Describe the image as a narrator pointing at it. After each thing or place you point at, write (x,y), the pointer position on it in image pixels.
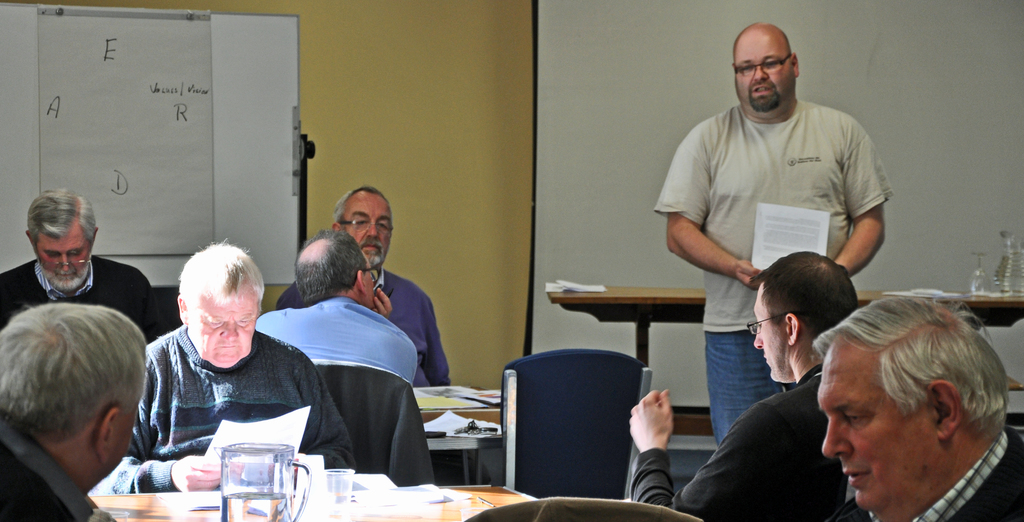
In this image I can see people (52,283) where one man (783,202) is standing and rest all are sitting on chairs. I can also see few of them are wearing specs (52,262). Here I can see he is holding a paper (757,244). I can also see few tables (589,303) and on these tables (465,411) I can see few papers (458,426), a glass (344,486) and a jar (250,480). In the background (269,144) I can see a white board (83,144).
